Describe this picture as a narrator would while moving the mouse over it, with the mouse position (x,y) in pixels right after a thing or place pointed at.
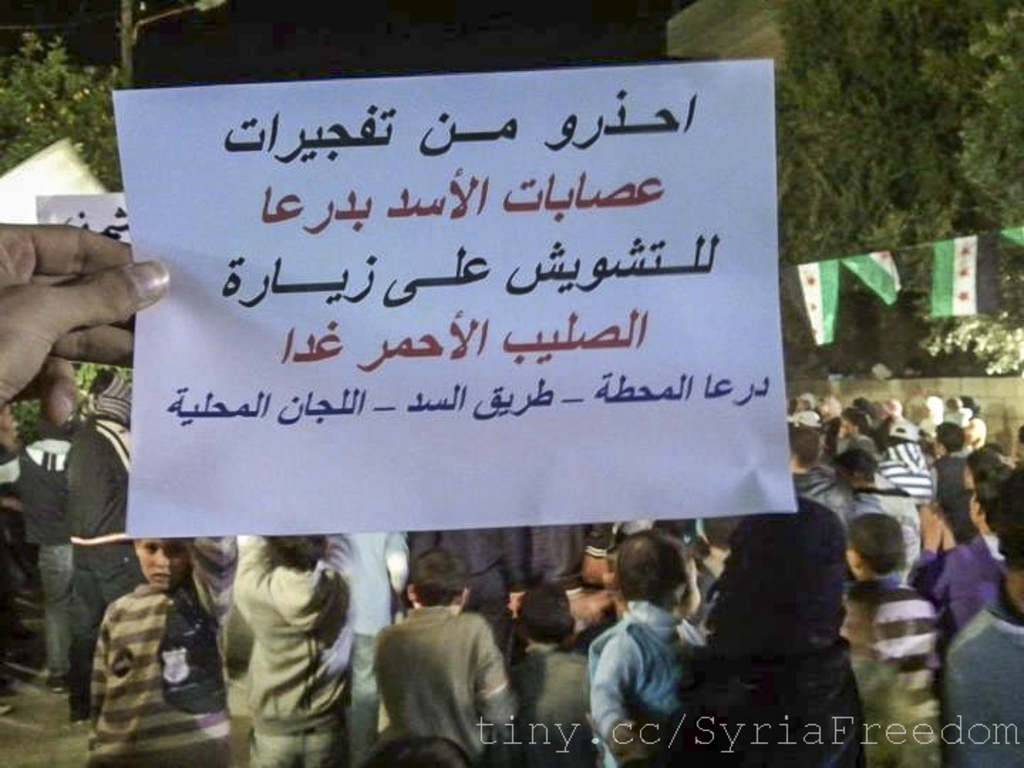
In this image, we can see a white color paper (186,408), in the background (758,692) there are some people (876,601) standing, there are some green color trees (871,134).
